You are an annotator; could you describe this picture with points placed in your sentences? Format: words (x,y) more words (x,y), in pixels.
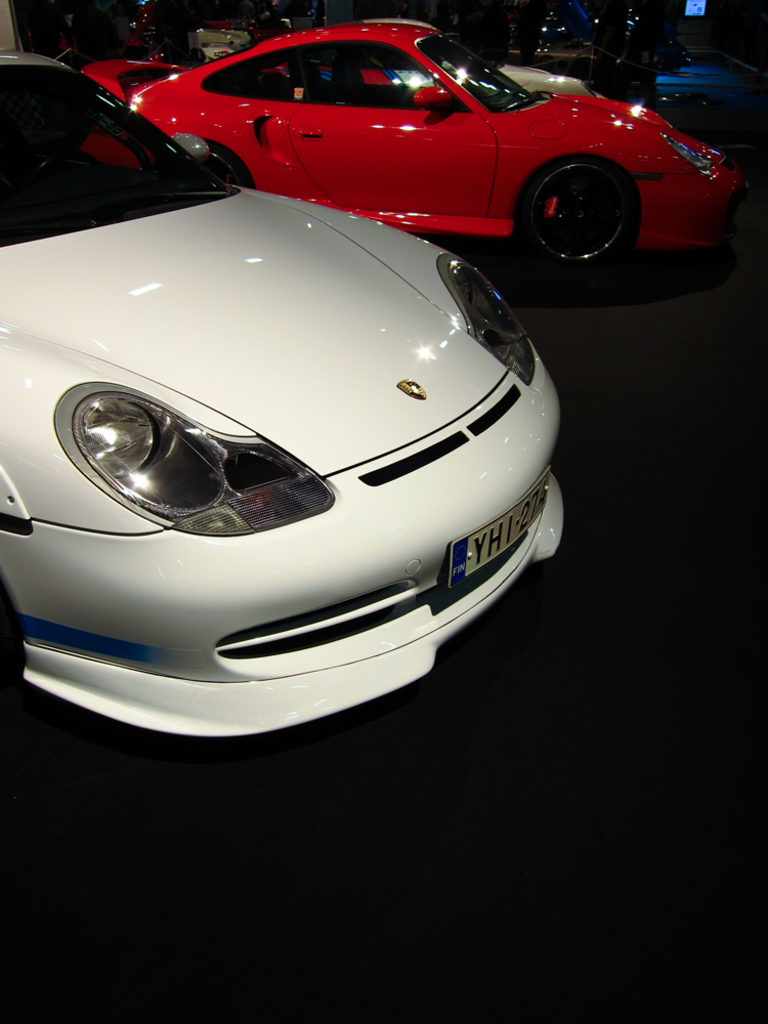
In this picture we can see white and red cars (471,230) on the floor (605,295). Background (728,111) portion of the picture is dark.
